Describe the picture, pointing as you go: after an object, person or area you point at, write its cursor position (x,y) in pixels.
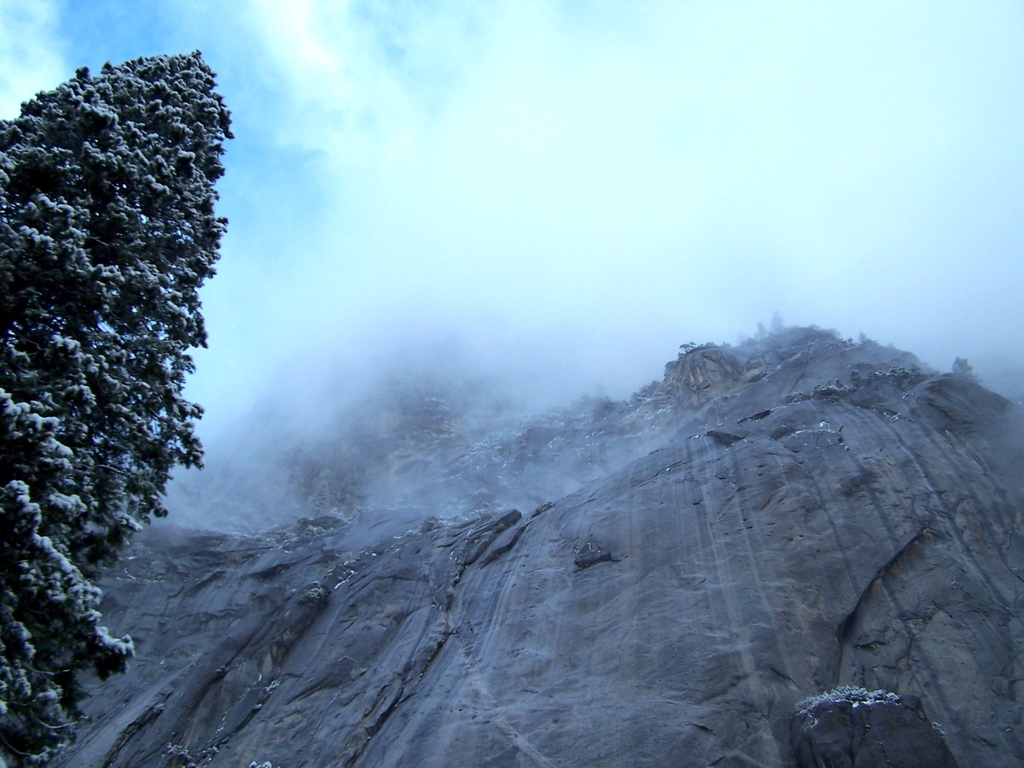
In this picture we can see a hill (612,637), some trees (173,377) and we can see snow (187,193).
